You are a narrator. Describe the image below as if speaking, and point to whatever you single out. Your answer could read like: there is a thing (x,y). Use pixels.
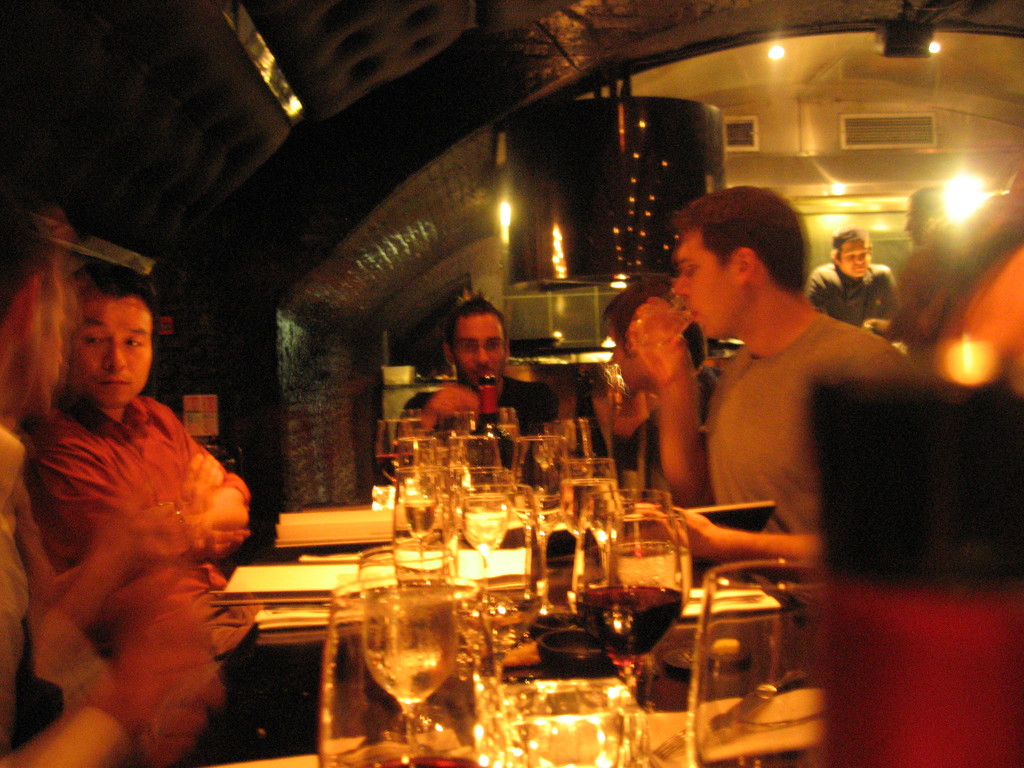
There is a group of people (170,474). They are sitting on a chairs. There is a table (429,528). There is a glass (502,543), wine bottle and paper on a table (705,561). We can see in background (494,207) lights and wall (492,192).
